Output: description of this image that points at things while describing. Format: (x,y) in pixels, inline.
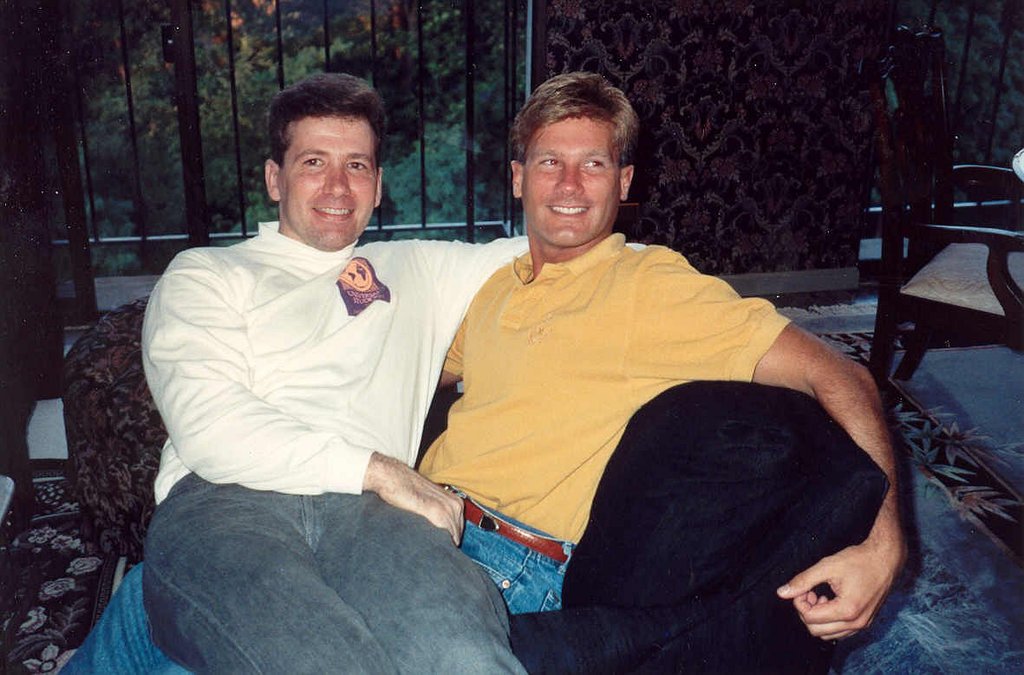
In this image we can see two persons (468,454) smiling and sitting on the sofa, there is a chair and in the background (81,199), we can see the windows (479,80), trees (306,54) and the wall (762,184).
